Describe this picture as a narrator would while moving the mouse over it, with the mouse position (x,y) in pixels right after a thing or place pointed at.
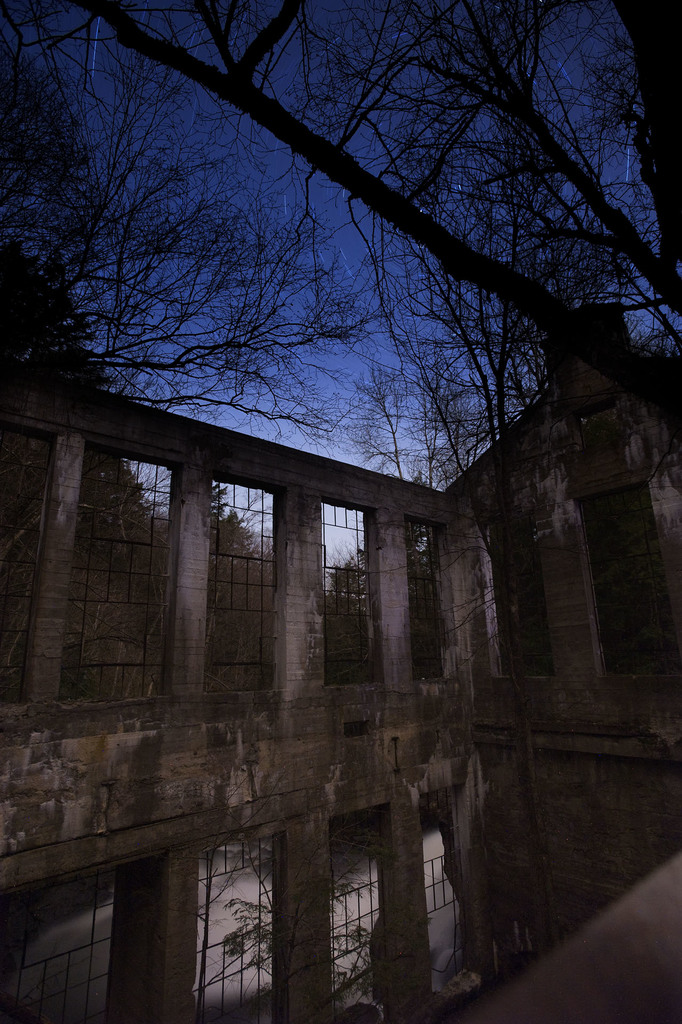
In the picture I can see inside view of a building (278,674), there are some iron grills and in the background of the picture (321,275) there are some trees (261,303), clear sky (288,316).
